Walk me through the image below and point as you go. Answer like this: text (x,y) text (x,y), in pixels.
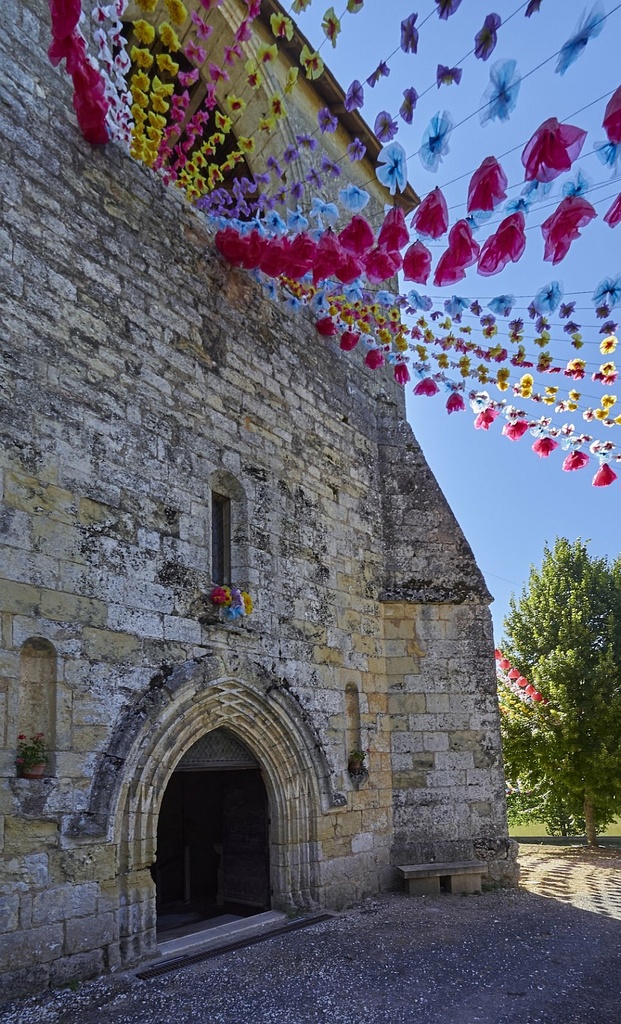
In this picture, we see a castle (242,426) or a building (277,562) which is made up of stones (287,493). We see the building (207,271) is decorated with the different kinds of plastic flowers (458,410), which are in pink, blue, violet and yellow color. On the right side (540,625), we see a tree (592,794). Beside that, we see a bench (450,864). At the bottom (454,982), we see the pavement (499,916). In the background (510,444), we see the sky (507,499).
